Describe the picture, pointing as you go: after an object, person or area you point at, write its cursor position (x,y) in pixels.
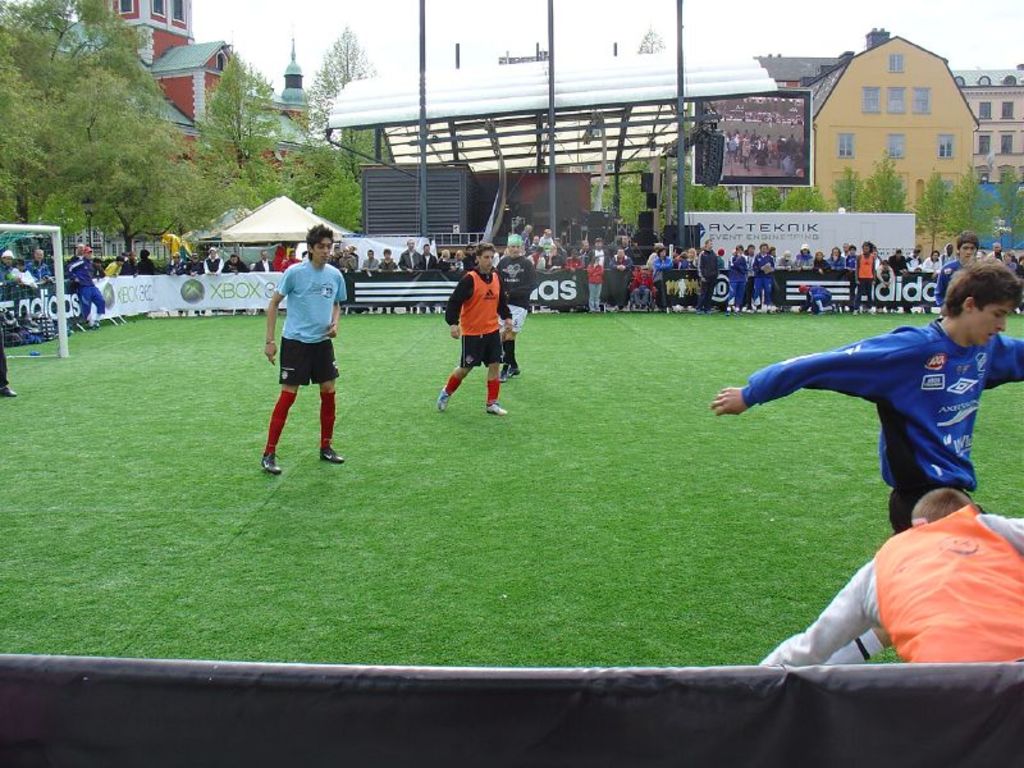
In this picture we can see there are groups of people (286,364). On the left side of the image (2,246), there is a football goal (45,315). Behind the people (747,273), there are boards (724,295), poles (550,87), trees (204,140), buildings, a screen (753,115) and the sky (417,25).
